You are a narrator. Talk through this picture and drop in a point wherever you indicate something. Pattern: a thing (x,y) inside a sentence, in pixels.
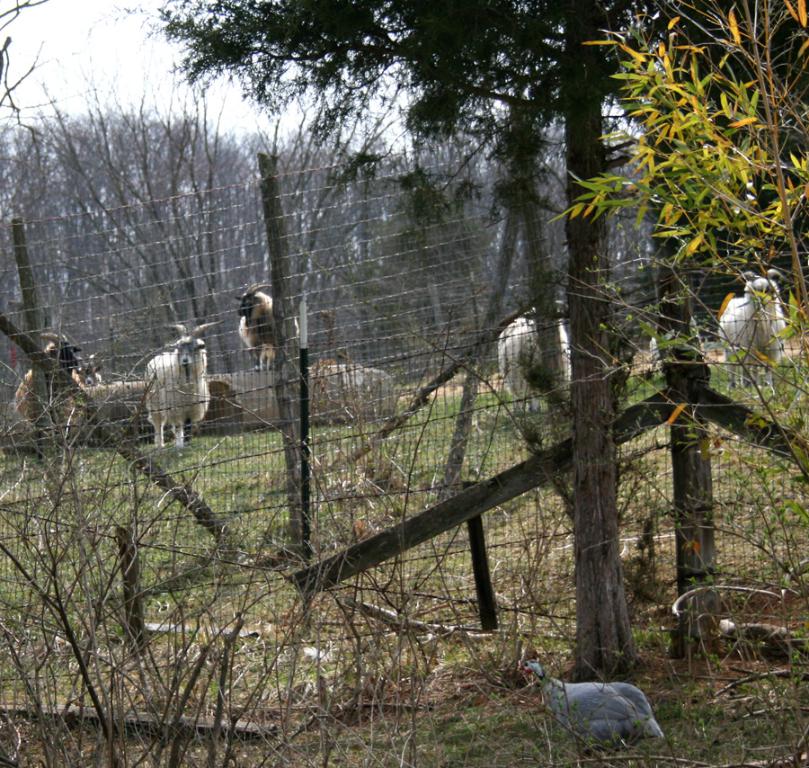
This image consists of herds of animals (531,350) and birds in a ground (570,645), fence (311,584), grass (383,577), trees (577,372) and the sky (336,89). This image is taken may be during a day.
